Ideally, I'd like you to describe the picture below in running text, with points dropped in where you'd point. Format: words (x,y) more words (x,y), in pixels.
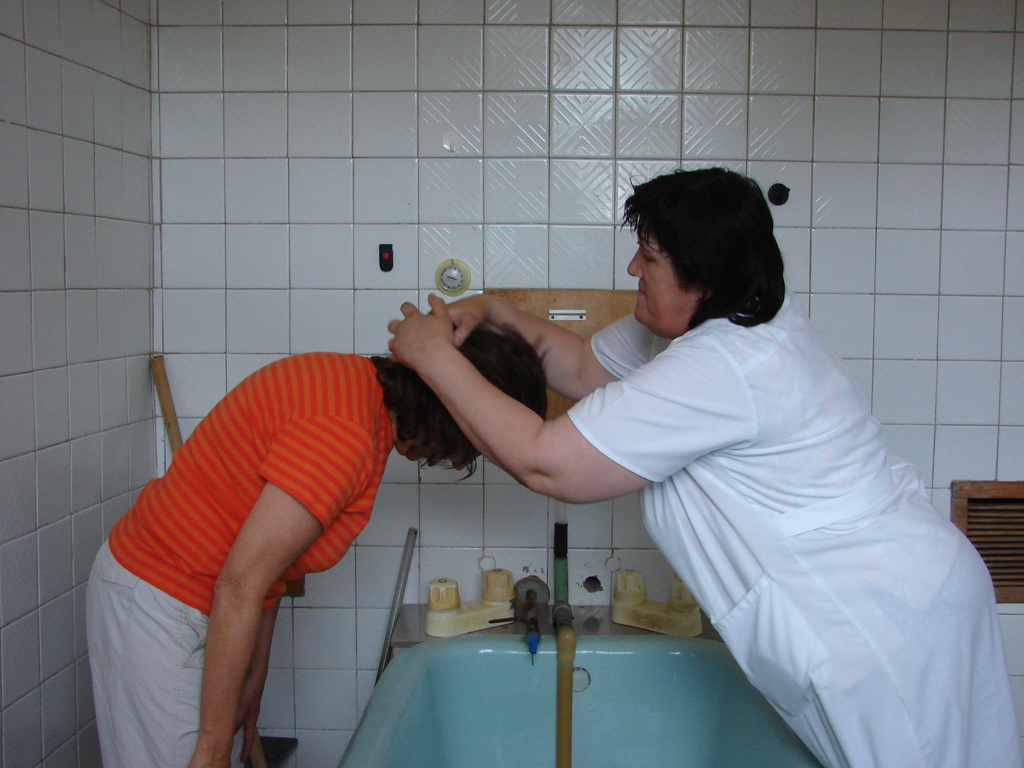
In this image we can see two persons (193,508). Behind the persons (762,234) we can see a wall (828,209) with tiles (783,224) and on the wall (376,244) we can see few objects (388,267). At the bottom (498,665) we can a tub (479,718) and on the tub (502,686) there are few objects (483,603).
